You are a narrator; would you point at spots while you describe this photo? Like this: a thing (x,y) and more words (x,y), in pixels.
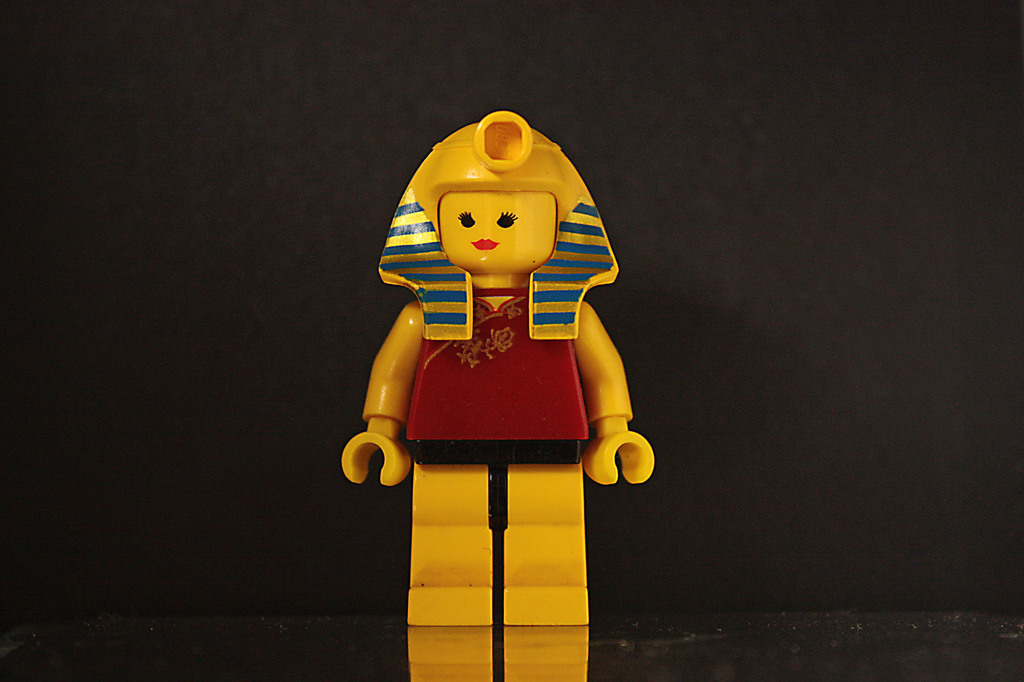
In this image I see a Lego toy (475,245) which is of yellow, black, red and blue in color and it is dark in the background (832,369).
